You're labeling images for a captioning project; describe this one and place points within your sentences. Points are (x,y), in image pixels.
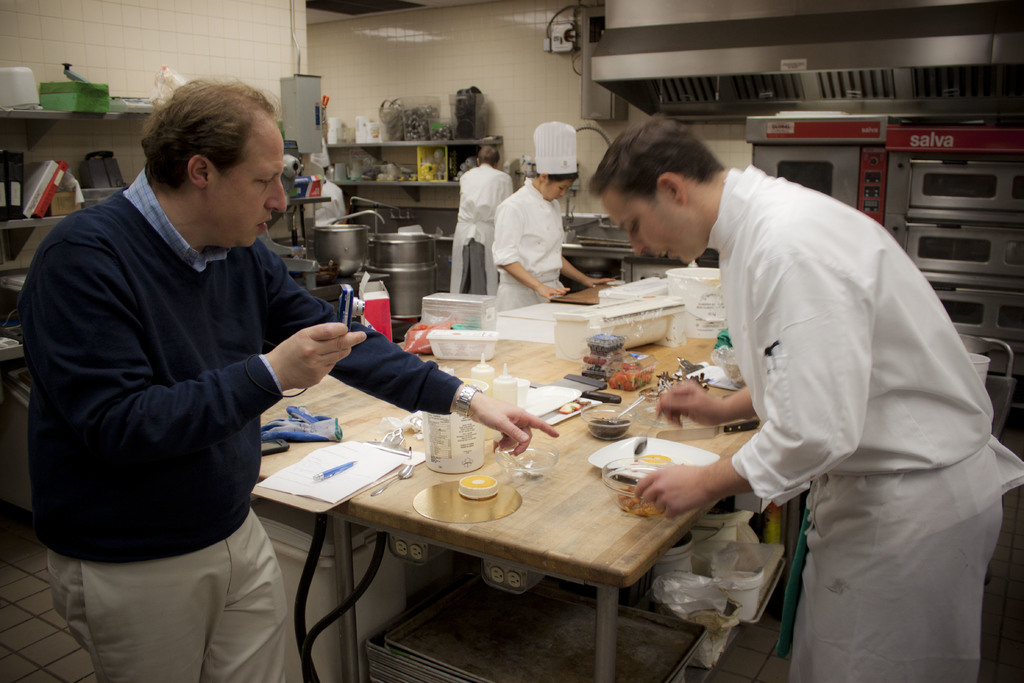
In this picture we can see persons (138,375) standing near to the table (569,485) and on the table (572,422) we can see pad (336,483), paper (336,483), pen (348,465), plate (691,456), spoon (639,451), box (647,376) of food (627,369) and few things (601,319). Here near to the wall (523,69) and kitchen platform (592,234) we can see two chefs (515,228) standing and working. This is a floor (47,655).
